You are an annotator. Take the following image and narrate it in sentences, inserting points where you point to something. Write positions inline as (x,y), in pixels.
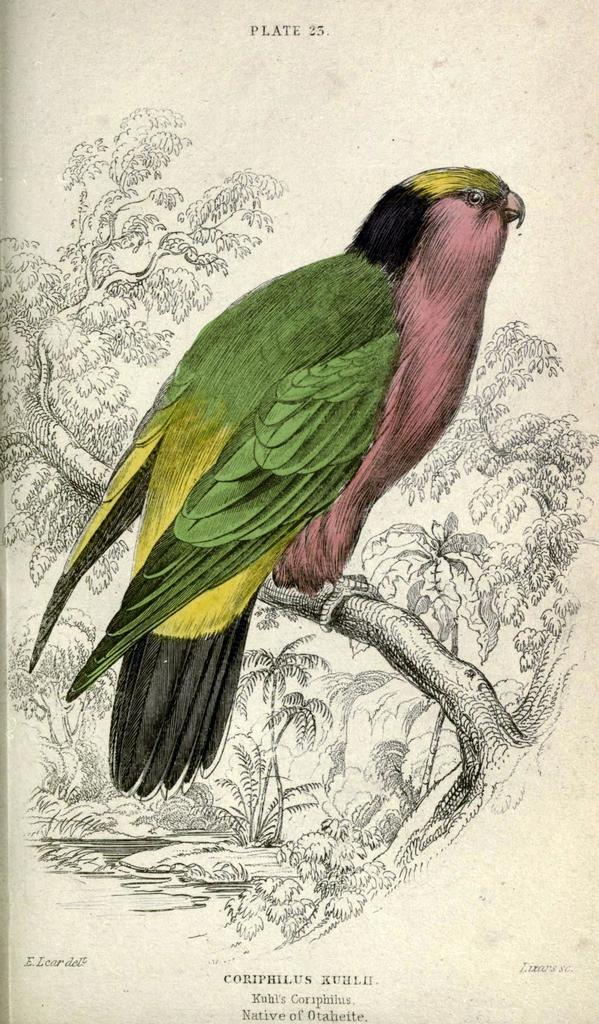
In the picture I can see an art (231,571) of a bird (231,571) which is in green, yellow and black color which is on the tree (336,611). Here I can see the labels (50,964) and watermarks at the top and bottom of the image (313,1011).
